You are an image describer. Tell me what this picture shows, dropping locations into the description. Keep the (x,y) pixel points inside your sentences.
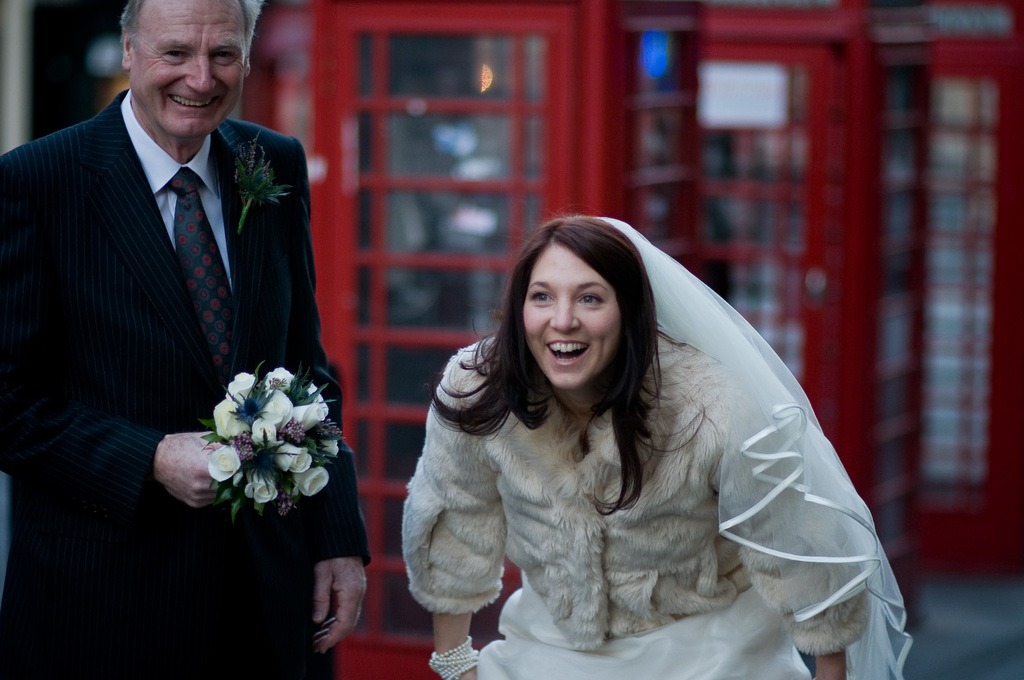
Here I can see a woman (599,446) standing and smiling. On the left side (103,320) a man (87,442) wearing a black color suit (73,381), holding some flowers (292,445) in the hand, standing and smiling. In the background (534,167), I can see few cabins (526,131).
